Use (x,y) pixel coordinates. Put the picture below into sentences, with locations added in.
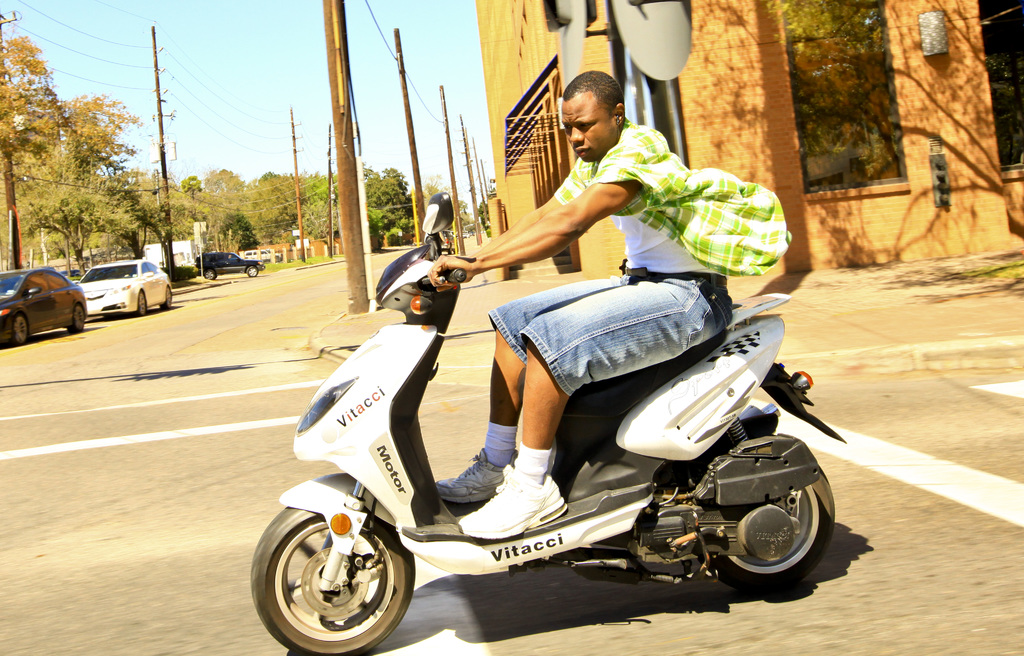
In the picture there is a man (539,403) on a scooter (647,520) riding on road (198,585), there are few cars (96,289) parked on left side of the road (187,295). and beside them there are electric poles (166,230) and on the back side of electric poles (6,156) there are trees (102,223).
